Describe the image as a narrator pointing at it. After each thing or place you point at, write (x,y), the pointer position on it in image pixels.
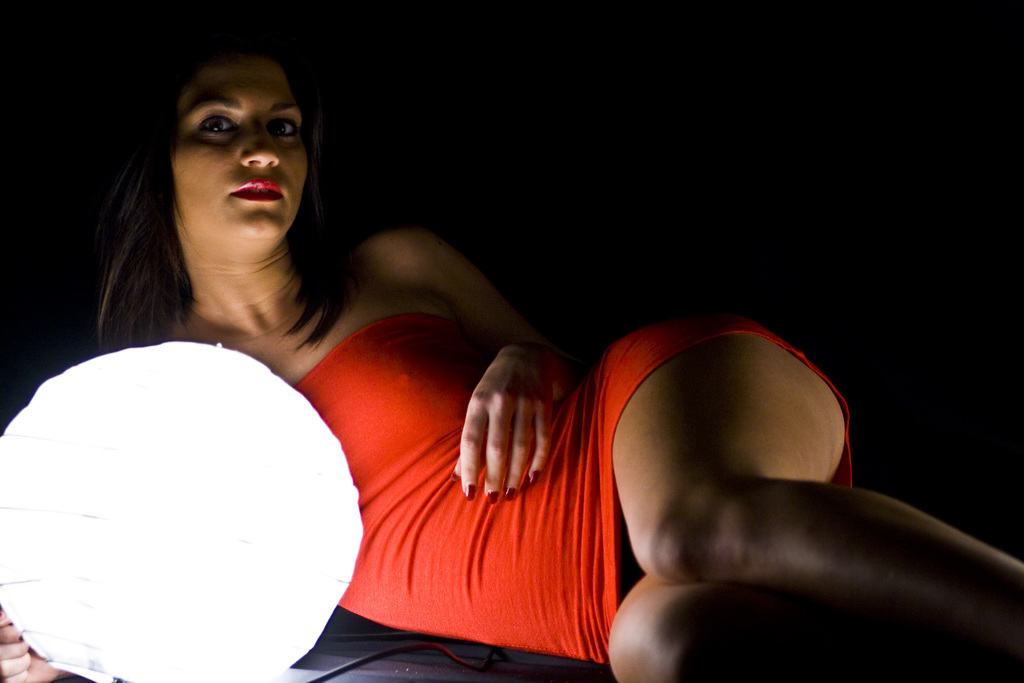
In this picture I can observe a woman (528,379) laying on the floor (472,653). In front of her there is a white color lamp (219,510). She is wearing red color dress (431,455). The background (876,173) is dark.
